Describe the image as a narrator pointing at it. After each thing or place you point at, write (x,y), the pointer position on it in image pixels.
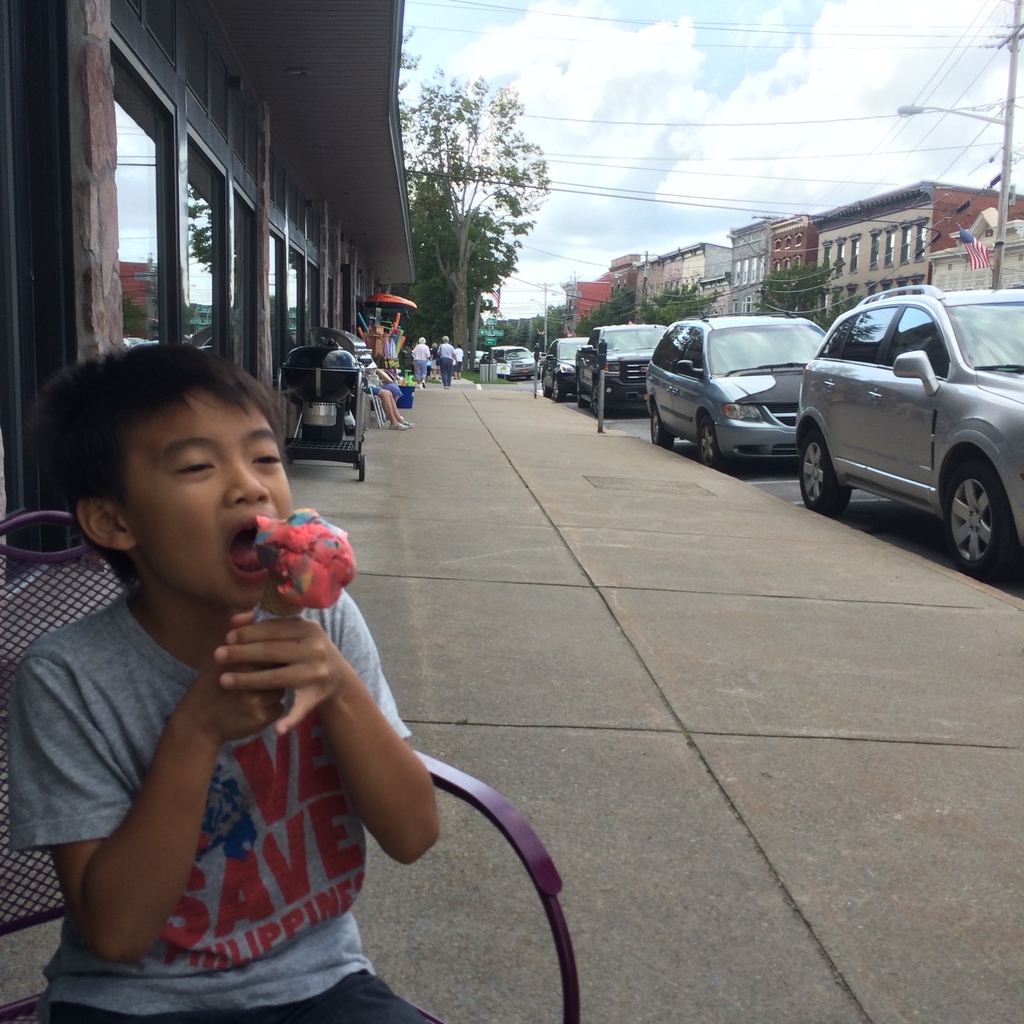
In the image we can see a boy (273,750), sitting on a chair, he is wearing clothes (150,754) and he is holding a food item (276,575) in the hands (280,632). There are many vehicles (695,337) on the road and here we can see the footpath (424,393). There are other people (387,374) sitting and some of them are walking. There are buildings (866,253) and these are the windows (873,250) of the buildings (884,232). Here we can see electric pole (1012,88), light poles (1002,124) and electric wires (846,153). Here we can see the flag (973,239) of the country, trees (456,195) and the cloudy sky (586,25).
